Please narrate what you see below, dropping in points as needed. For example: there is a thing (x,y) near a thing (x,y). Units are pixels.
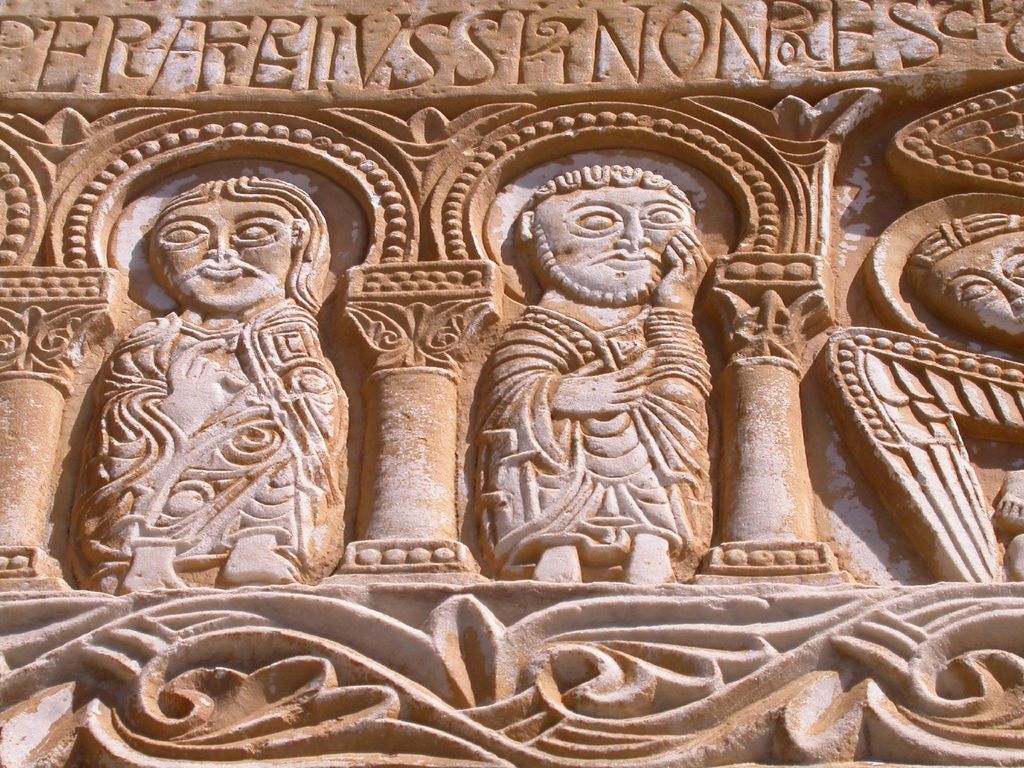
In this image I can see a stone carving (418,376) which is in brown and white color. Something is written on it.
